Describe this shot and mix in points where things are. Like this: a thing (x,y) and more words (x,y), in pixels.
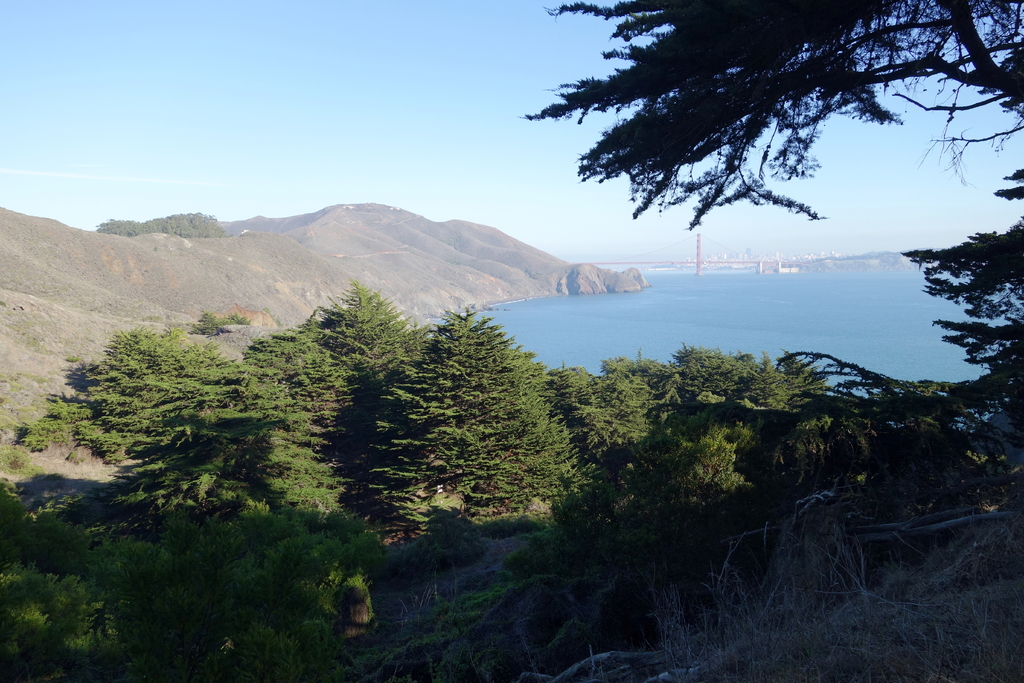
In this image we can see plants (786,504), trees (976,84), there is a bridge (766,264), also we can see the mountains (365,222), ocean (676,307) and the sky (320,99).
